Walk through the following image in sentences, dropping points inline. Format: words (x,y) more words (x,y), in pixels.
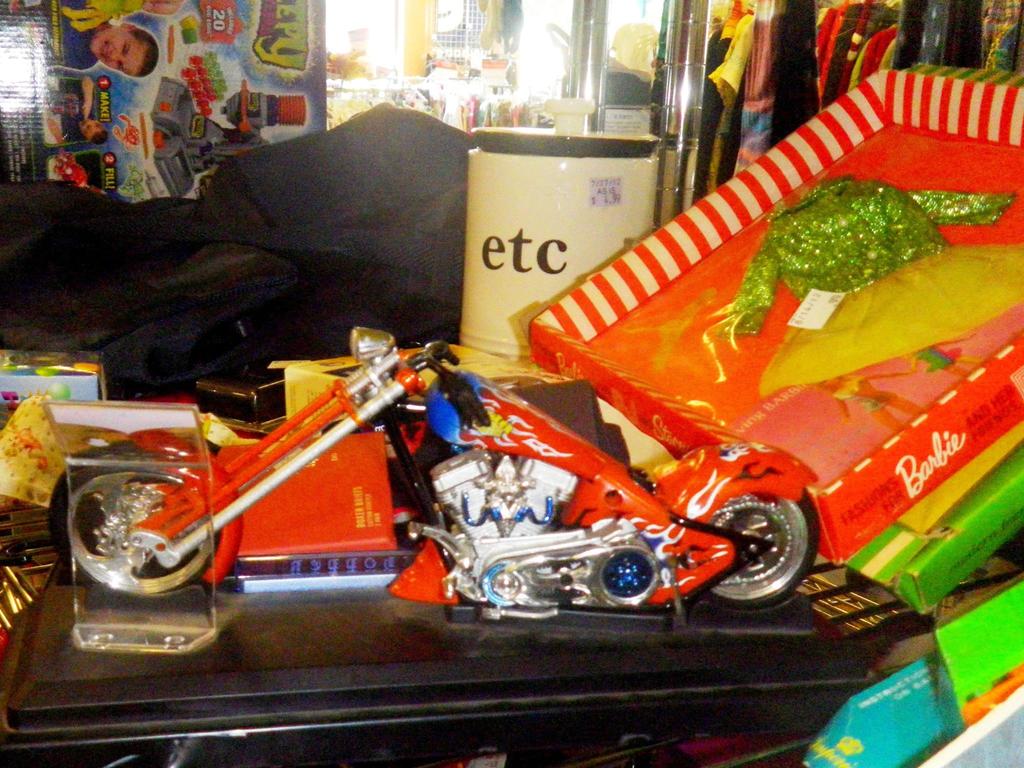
In this image we can see a toy motor bike (229,556), some toys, a memento (162,503), some cardboard boxes (888,544) and containers (554,267) which are placed on the surface (499,686). On the backside (169,129) we can see a board (199,35) with some pictures (193,141) on it and some clothes (778,104) to a hanger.
